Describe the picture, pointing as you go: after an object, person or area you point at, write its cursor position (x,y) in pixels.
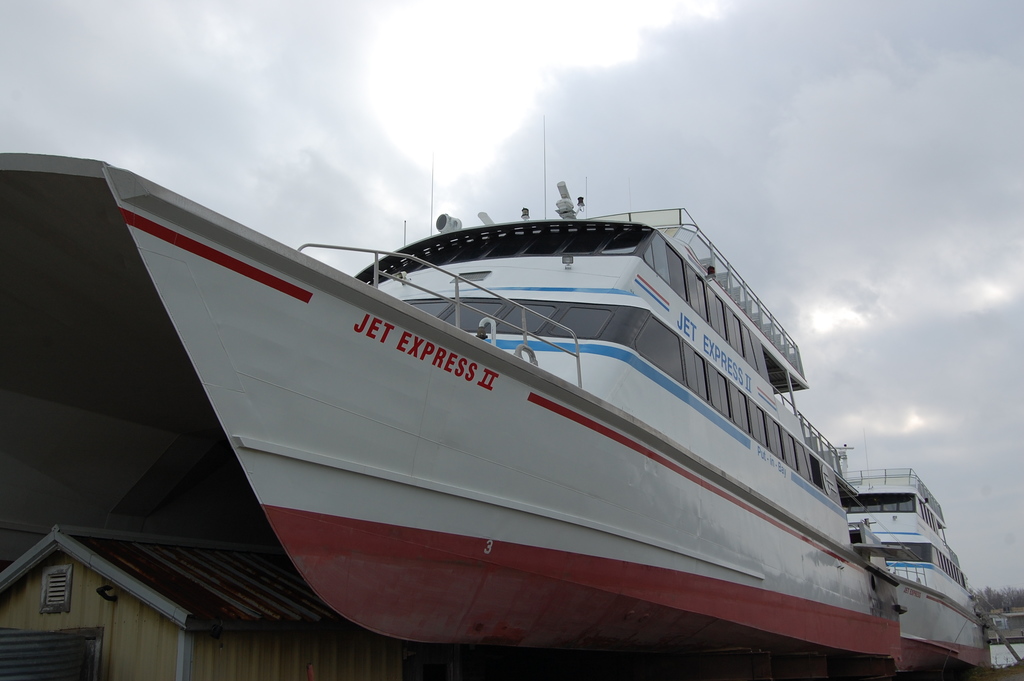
In this picture we can see a ship (476,591) and in the background (997,580) we can see trees (994,599), sky (902,336) with clouds (753,148).
